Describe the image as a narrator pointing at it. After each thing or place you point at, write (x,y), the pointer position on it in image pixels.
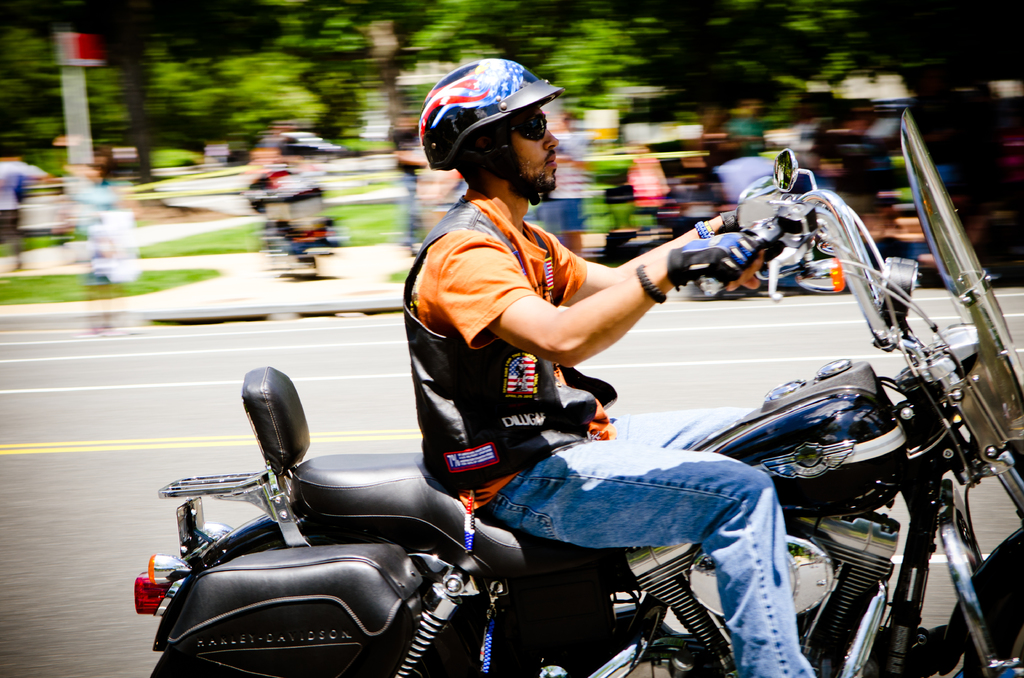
This is a picture consist of a man (431,277) riding on the motor cycle (372,455), wearing a helmet (429,152) and wearing a spectacles (533,118), background (120,99) I can see there are the trees (612,35), there is a road (50,430) visible.
